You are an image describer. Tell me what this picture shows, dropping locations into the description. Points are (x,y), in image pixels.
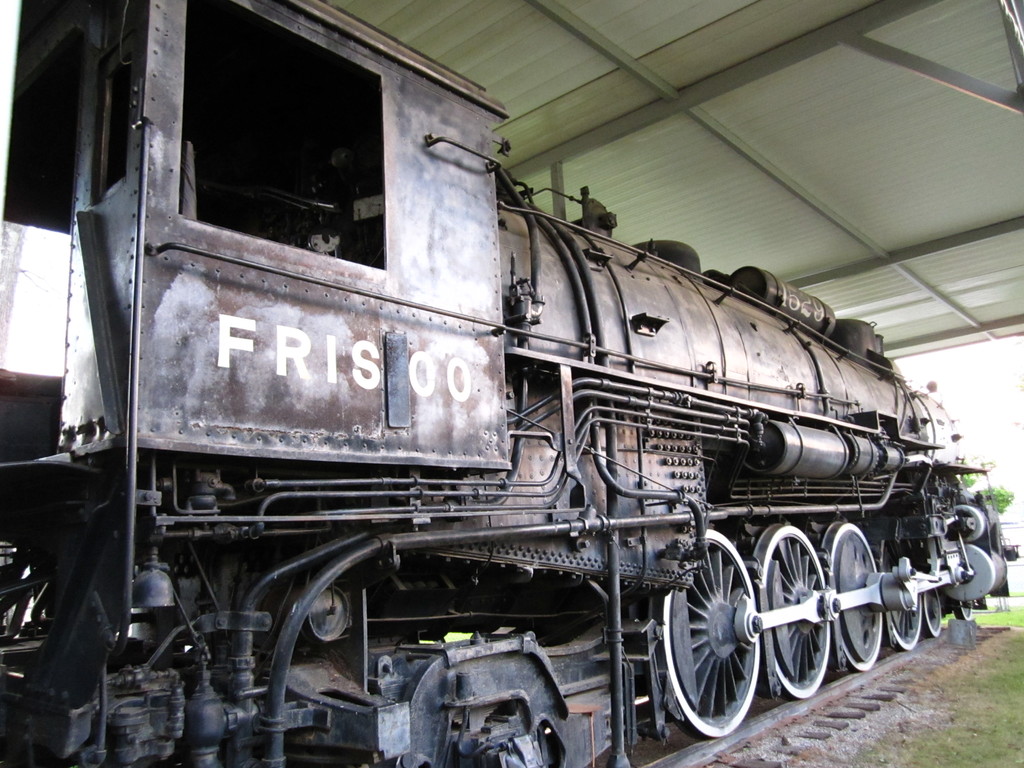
In this image in the center (602,394) there is a train (673,497), and at the bottom (842,689) there is grass (1015,677) and railway track (721,754). And at the top (715,146) there is ceiling (711,143) and some poles (838,220).
